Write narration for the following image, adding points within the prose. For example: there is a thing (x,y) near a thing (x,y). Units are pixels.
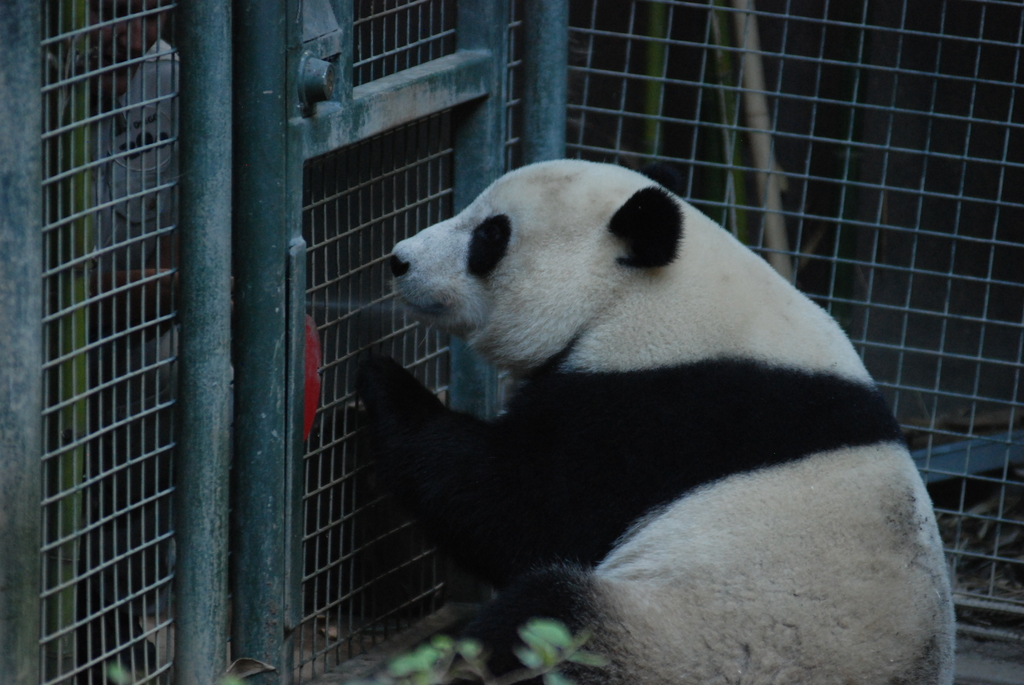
In the picture we can see a panda (880,431) near the cage (1012,416) and near it, we can see a part of a small plant (546,644).
